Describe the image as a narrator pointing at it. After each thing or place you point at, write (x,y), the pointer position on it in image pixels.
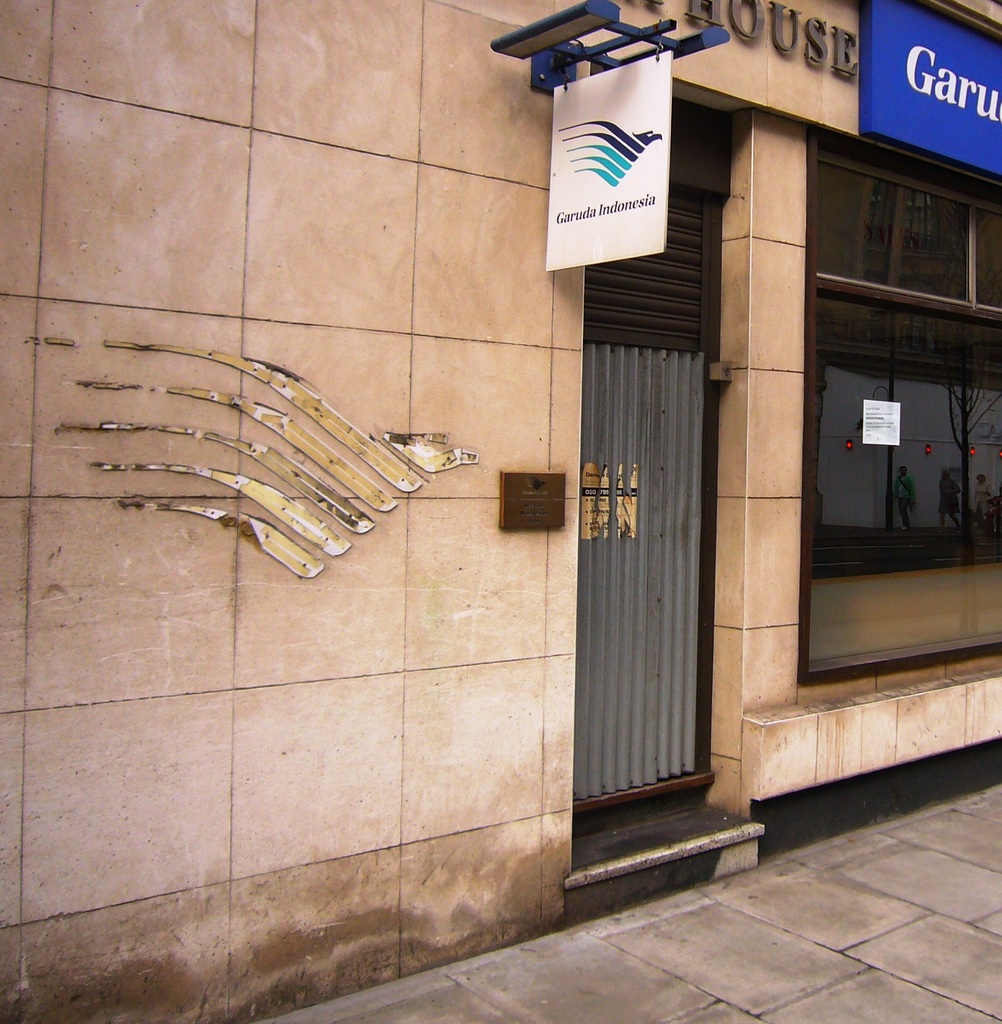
As we can see in the image there are buildings (793,298), poster (567,218) and gate (656,527).
